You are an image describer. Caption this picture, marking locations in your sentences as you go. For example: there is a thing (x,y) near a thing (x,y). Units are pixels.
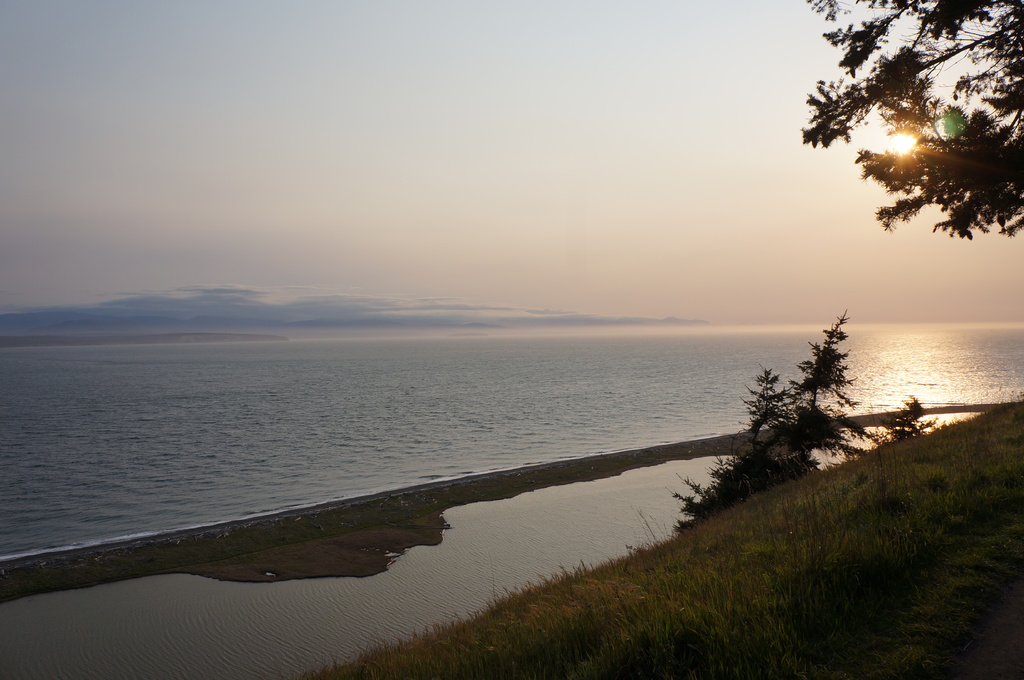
This image consists of water (472,357) in the middle (526,420). There are trees (899,83) on the right side (939,160). There is sun (899,140) on the right side (913,134). There is sky (461,102) at the top (377,95).
